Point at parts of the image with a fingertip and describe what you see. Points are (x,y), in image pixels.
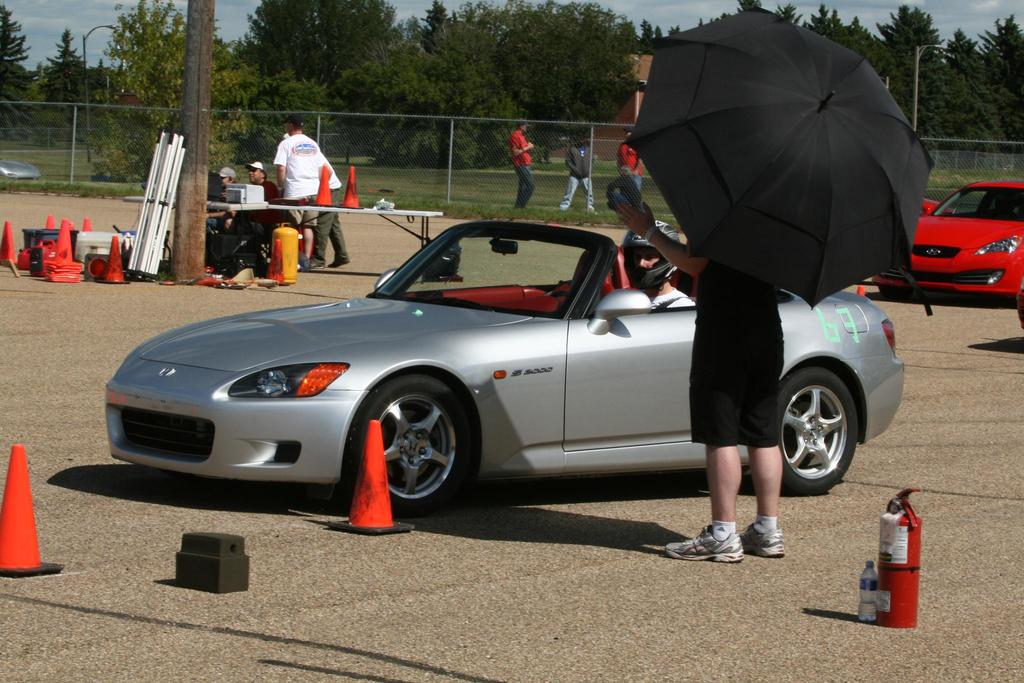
In this image we can see a person (723,305) holding an umbrella (752,233), cars (657,350), a group of persons (333,227), a table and some objects (384,469) are present as we can see in the middle (425,331). We can see a fence (546,131) and trees (369,98) in the background (547,152) and the sky (401,18) is at the top of this image (676,20).
